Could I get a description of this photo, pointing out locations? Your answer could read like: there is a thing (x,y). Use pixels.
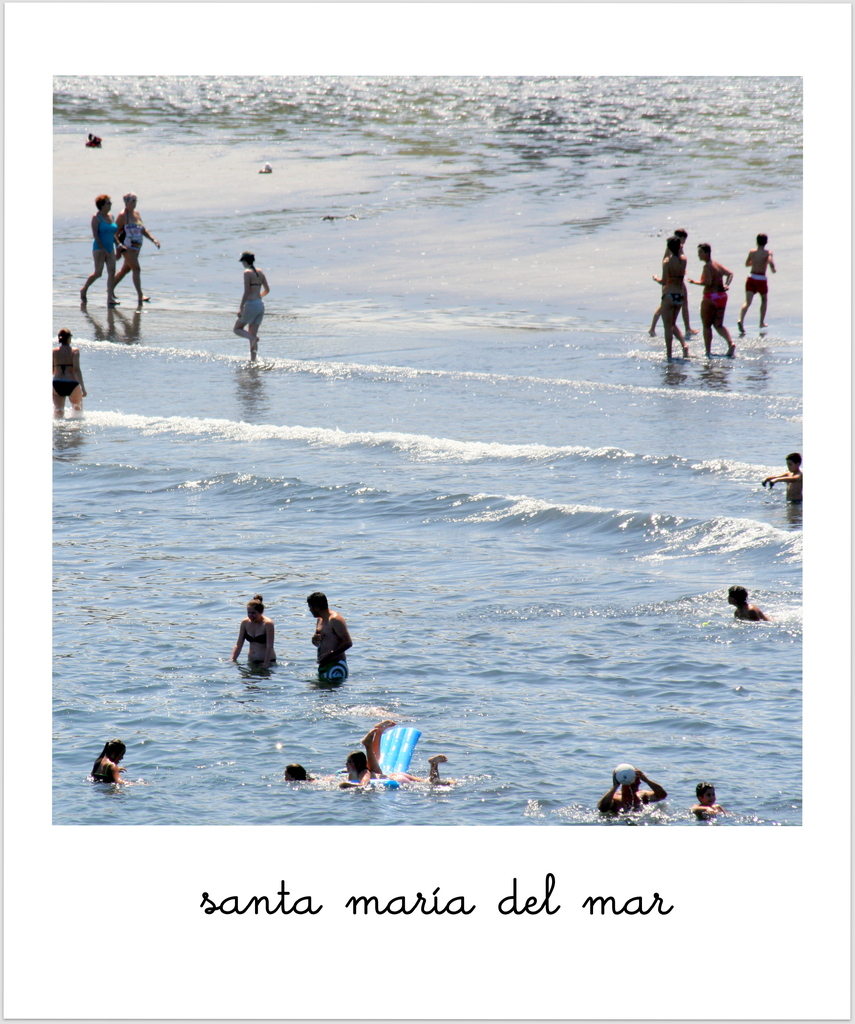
In this image, there are group of people (664,263) walking on the beach (322,301). There are some persons (640,792) at the bottom of the image (633,783) swimming in the beach (472,764).
